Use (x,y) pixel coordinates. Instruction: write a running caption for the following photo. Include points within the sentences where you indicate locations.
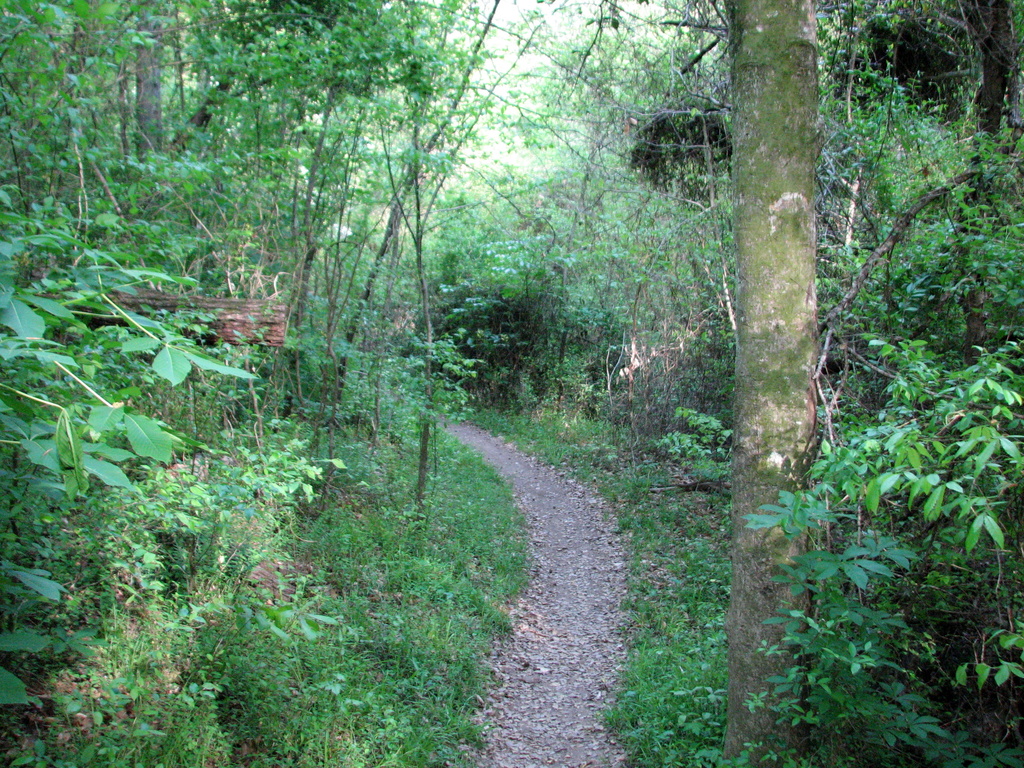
In this picture we can see few trees (781,338) and grass (468,585).
